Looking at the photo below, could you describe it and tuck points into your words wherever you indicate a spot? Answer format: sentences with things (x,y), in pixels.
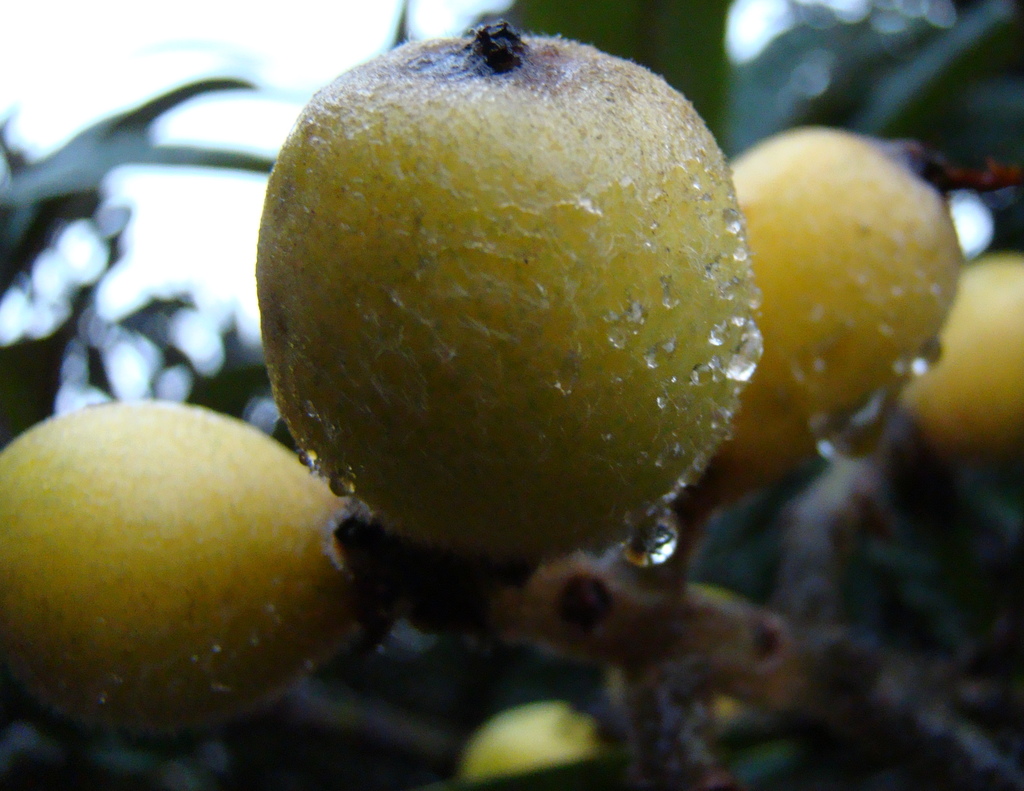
In this image there is a fruit (482,378) in the middle (555,377). On the fruit (570,328) there are droplets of water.
